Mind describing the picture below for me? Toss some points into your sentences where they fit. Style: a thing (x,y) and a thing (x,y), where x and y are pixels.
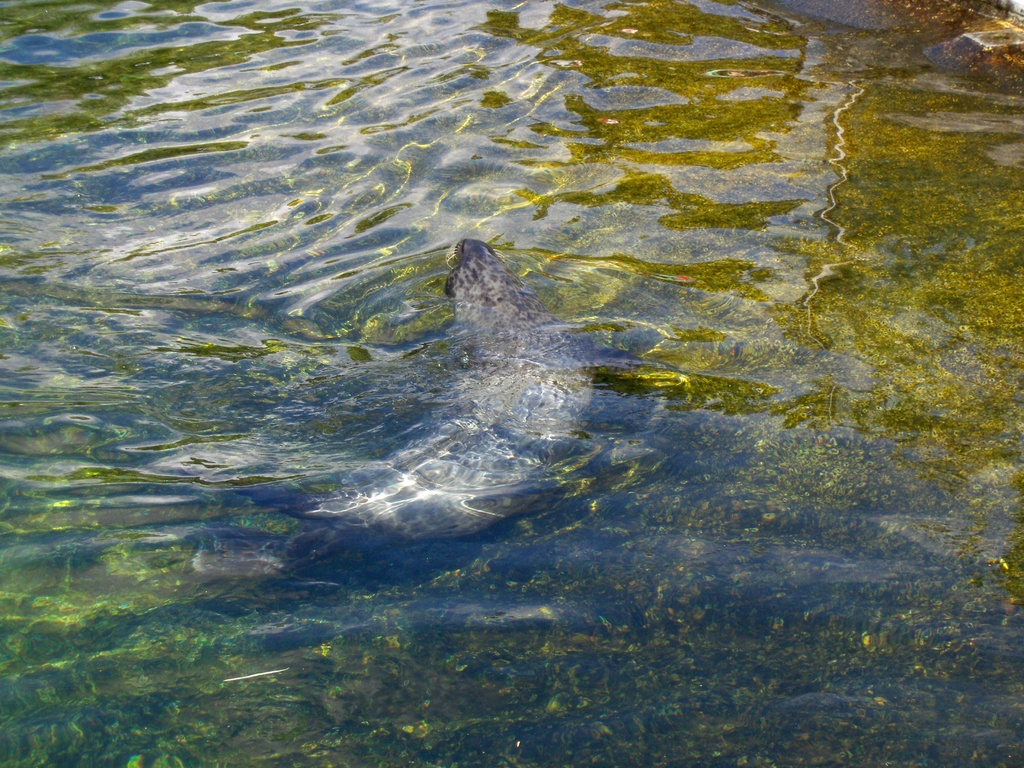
In this image there is a water (407,39), in that water (499,247) there is an animal (473,465).
